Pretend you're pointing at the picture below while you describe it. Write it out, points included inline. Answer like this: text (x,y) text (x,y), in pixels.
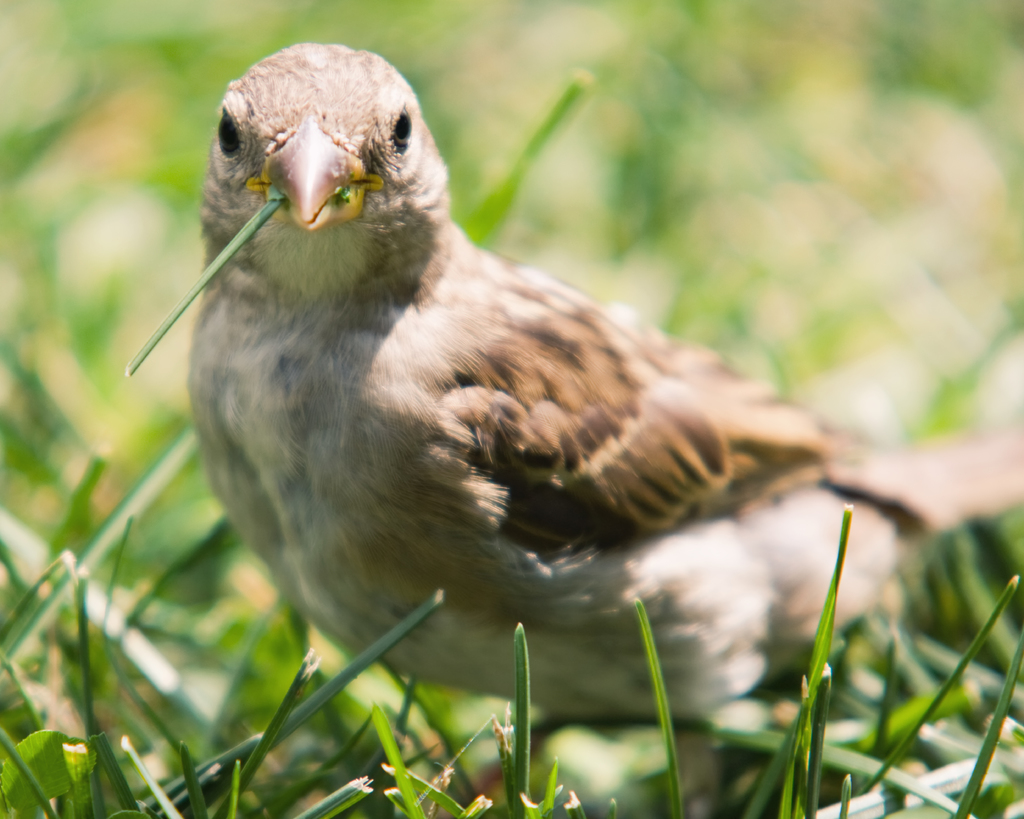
In this image we can see a bird (329,516) and also the grass (954,735). The background (805,217) is blurred.
